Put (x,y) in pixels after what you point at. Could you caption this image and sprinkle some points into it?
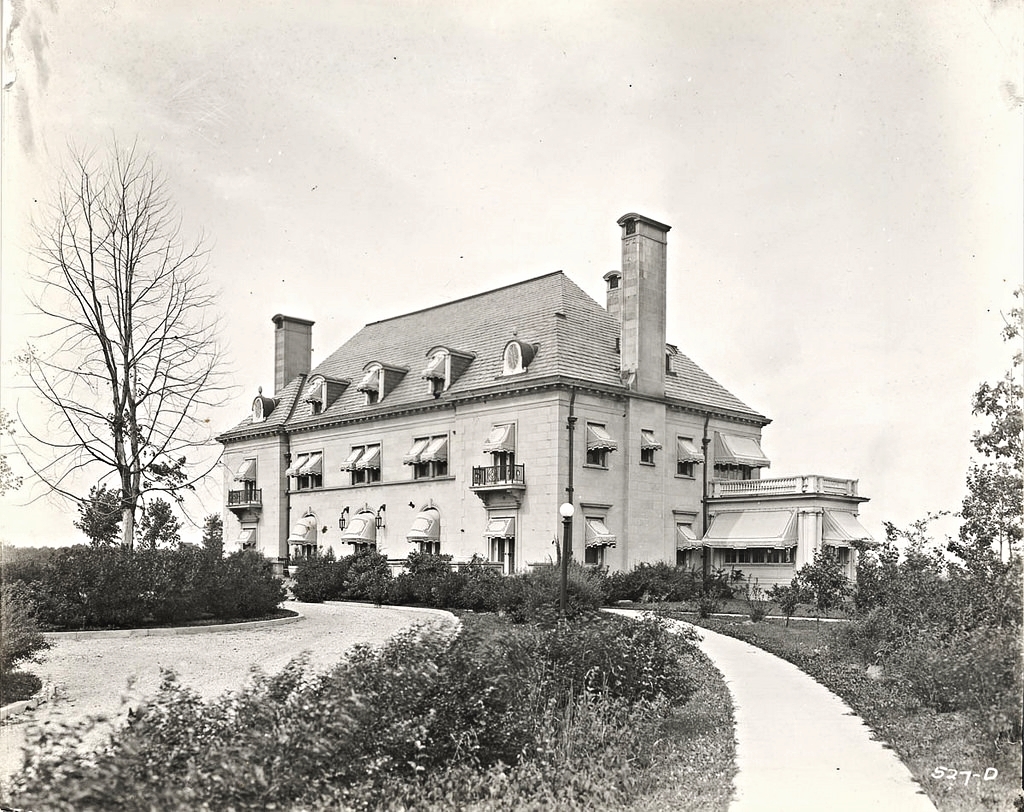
In this image we can see a building (449,442) and at the foreground of the image (409,652) there are some trees (33,362), plants (545,708) and way (182,673) and at the top of the image (581,126) there is clear sky (581,126).
